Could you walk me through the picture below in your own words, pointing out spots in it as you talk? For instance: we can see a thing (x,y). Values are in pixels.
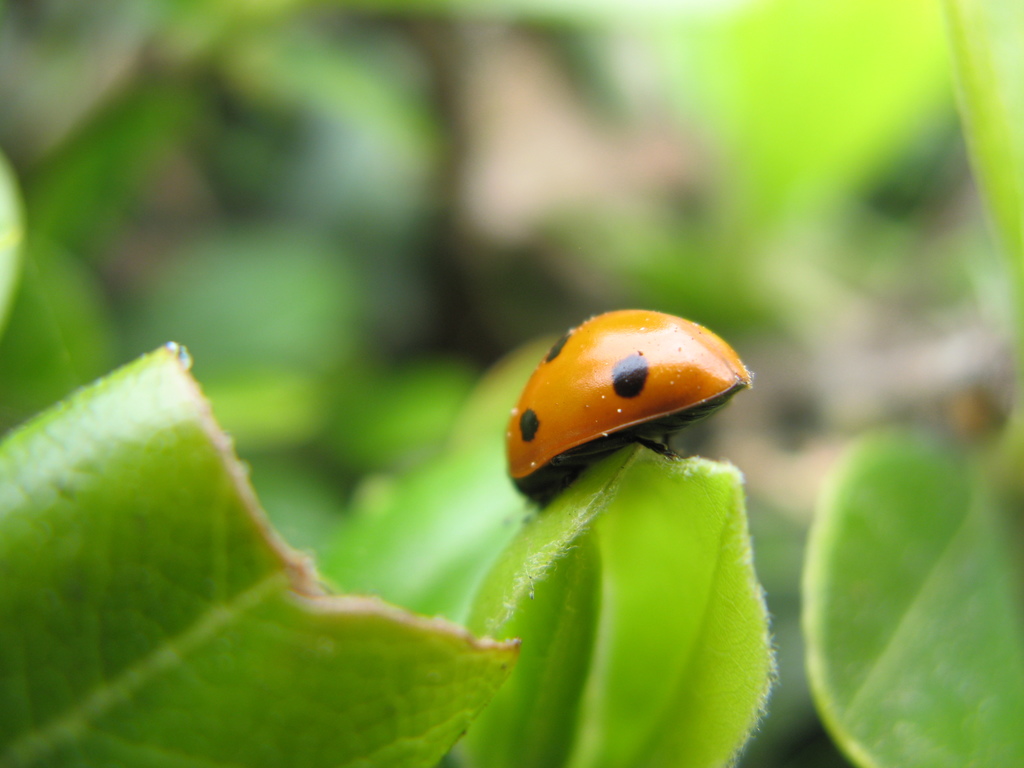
In this image I can see an insect (549,425) which is in black and an orange color. It is on the green color leaf (506,632). And there is a blurred background (498,6).
